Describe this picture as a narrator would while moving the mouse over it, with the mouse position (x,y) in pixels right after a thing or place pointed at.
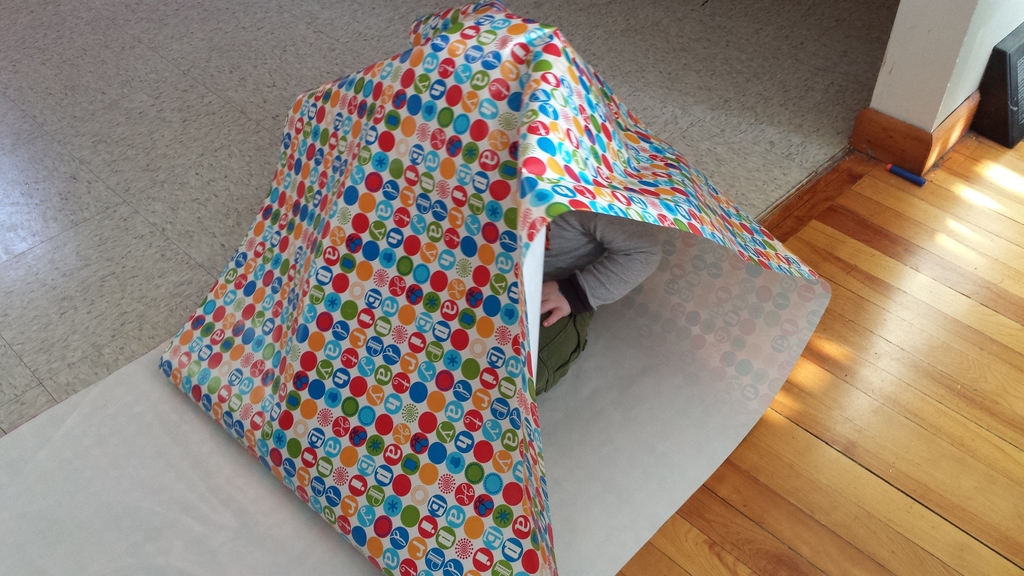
In this image we can see a person (592,214) covered under a colorful sheet (491,242) and we can also see a wooden surface (912,345) and a black object (996,116).
